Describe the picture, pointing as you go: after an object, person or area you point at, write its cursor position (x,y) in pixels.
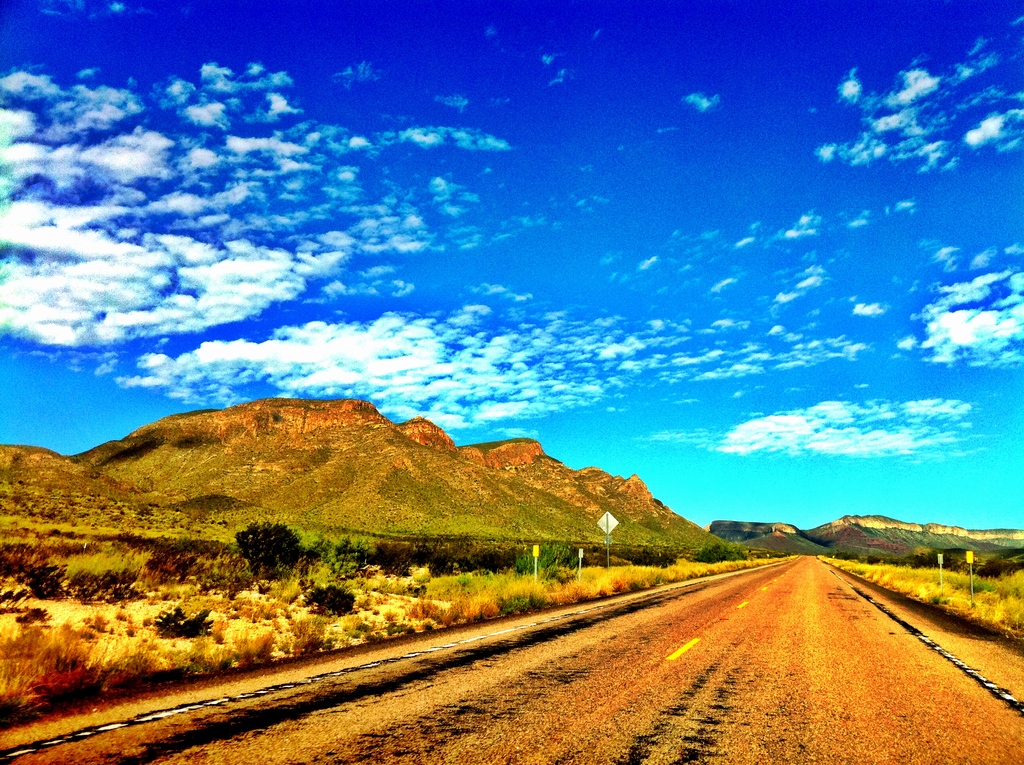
In this picture there are mountains (511,469) and trees (478,559) and poles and there are boards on the poles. At the top (740,175) there is sky (723,279) and there are clouds (949,346). At the bottom (716,600) there is a road (586,731) and there are plants (333,639) and there is grass (1001,613).
